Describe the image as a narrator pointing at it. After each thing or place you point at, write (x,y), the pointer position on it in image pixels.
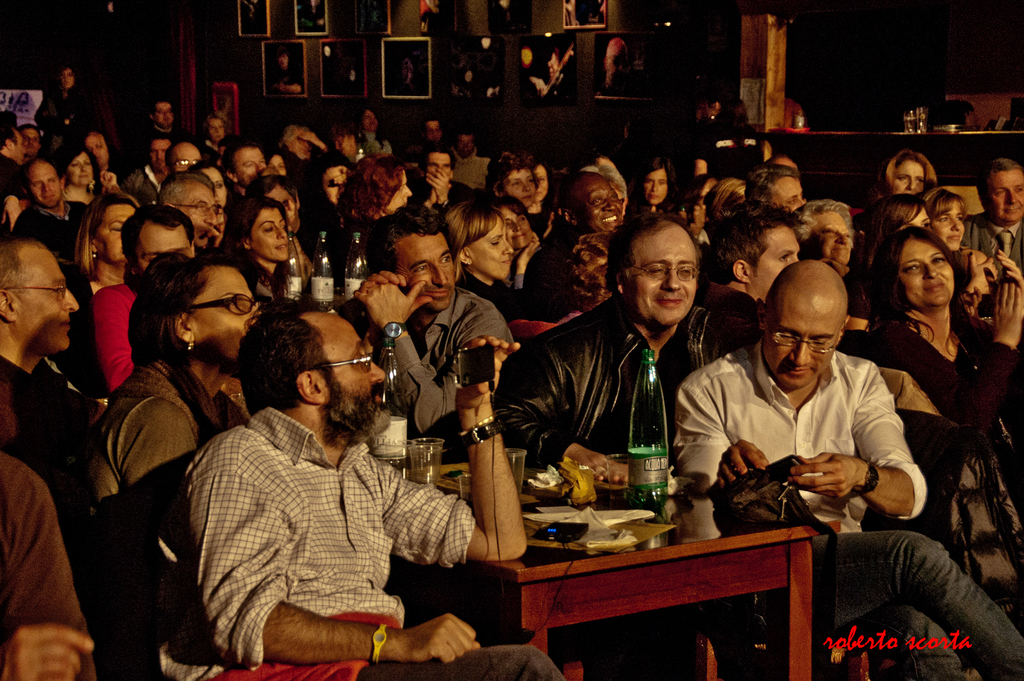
In this image i can see there are group of people (446,296) who are sitting on a chair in front of a table (547,497). On the table (574,543) i can see there are few glass bottles (650,472) and other objects (533,476) on it.
